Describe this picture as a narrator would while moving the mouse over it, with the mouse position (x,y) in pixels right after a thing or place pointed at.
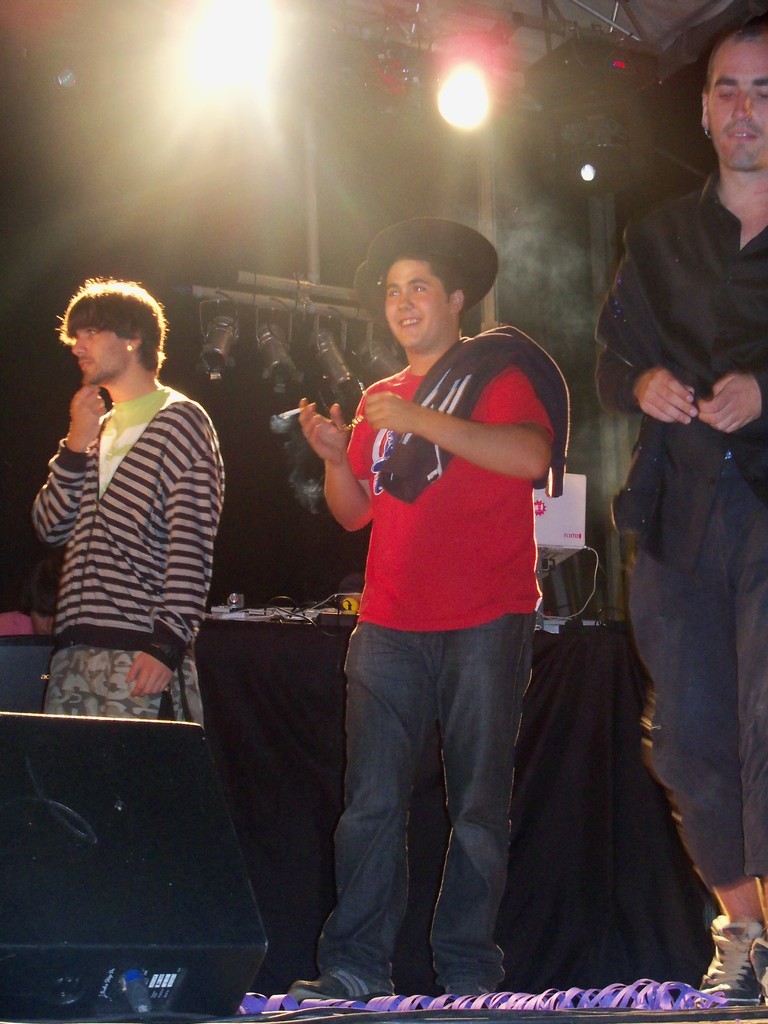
In the center of the image (446,500) a man (446,500) is standing and wearing a cap (474,281). On the left (124,348) and right side of the image (706,410) two mans (707,388) are standing. In the background of the image (350,285) we can see a lights (609,57), roof (623,10), pole (604,284), cloth (588,685), board (550,530) are present. At the bottom of the image (659,1014) ground (485,1017) is there.
